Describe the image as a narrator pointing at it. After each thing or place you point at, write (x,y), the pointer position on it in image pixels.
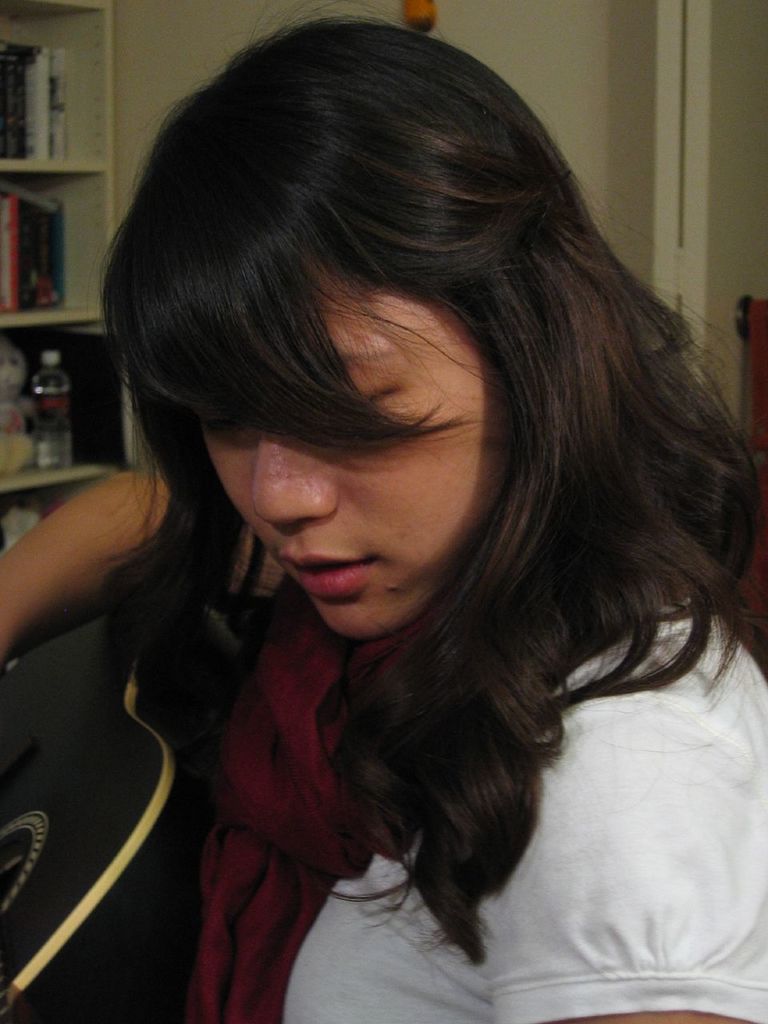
In this image there is a person (313,677) with white dress (559,886) and she holding the guitar (115,936). At the back (40,254) there is a bottle (43,398), toy (15,463), books (34,273) in the cupboard (67,47).
